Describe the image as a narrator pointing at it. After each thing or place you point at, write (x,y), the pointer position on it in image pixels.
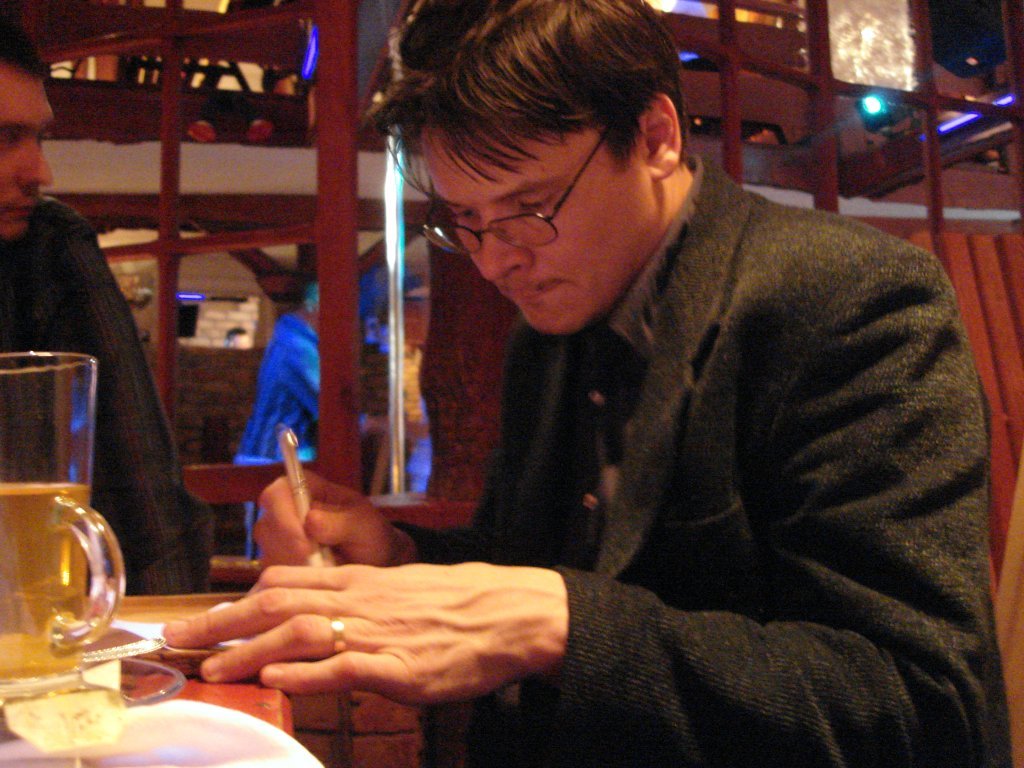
Here we can see two persons (250,606). He has spectacles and he is holding a pen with his hand (339,521). There is a glass (65,527) on a platform (122,616). In the background (263,431) we can see a person (263,404), wall (253,285), and lights (904,114).
